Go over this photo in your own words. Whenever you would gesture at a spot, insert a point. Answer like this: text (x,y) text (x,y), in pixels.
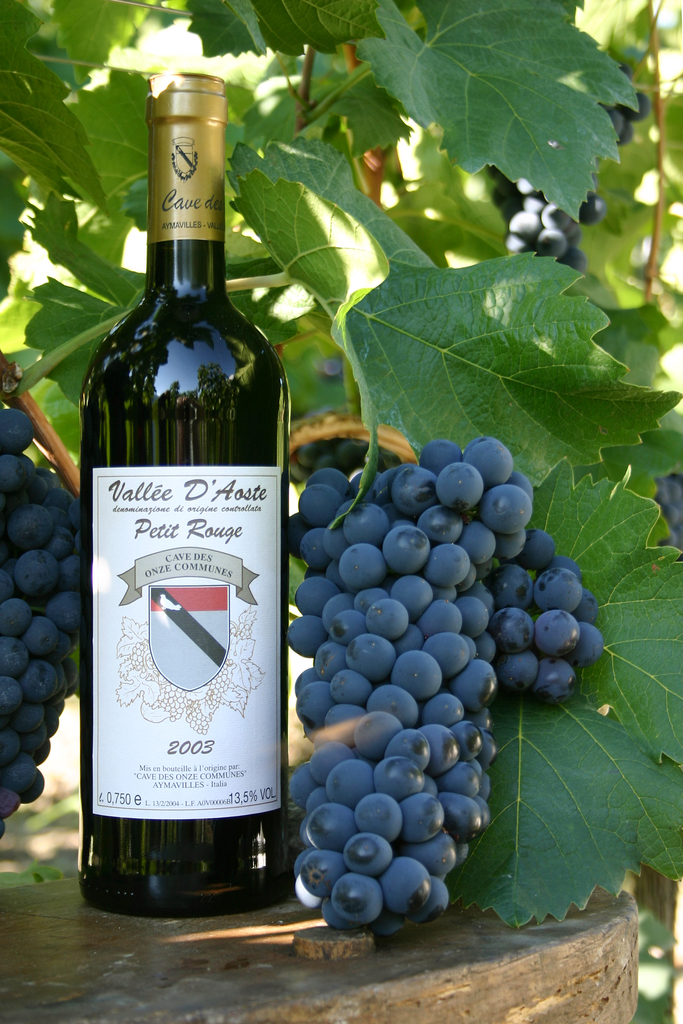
In this image in front (408,684) there are grapes (437,647). Beside the grapes (398,687) there is a wine bottle (199,645). Behind the wine bottle (165,425) there are leaves (477,320).
